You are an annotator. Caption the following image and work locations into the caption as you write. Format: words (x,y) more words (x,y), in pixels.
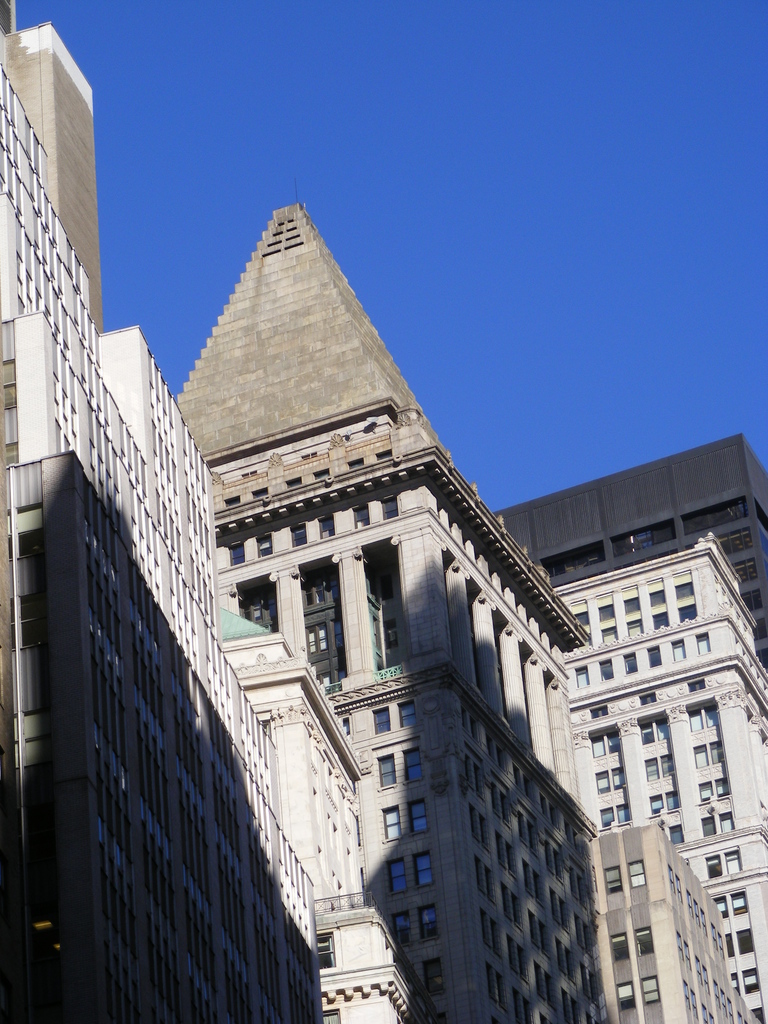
In this picture we can see buildings (170,746), there is the sky (493,475) at the top of the picture (487,143), we can see glass windows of these buildings (288,778).
